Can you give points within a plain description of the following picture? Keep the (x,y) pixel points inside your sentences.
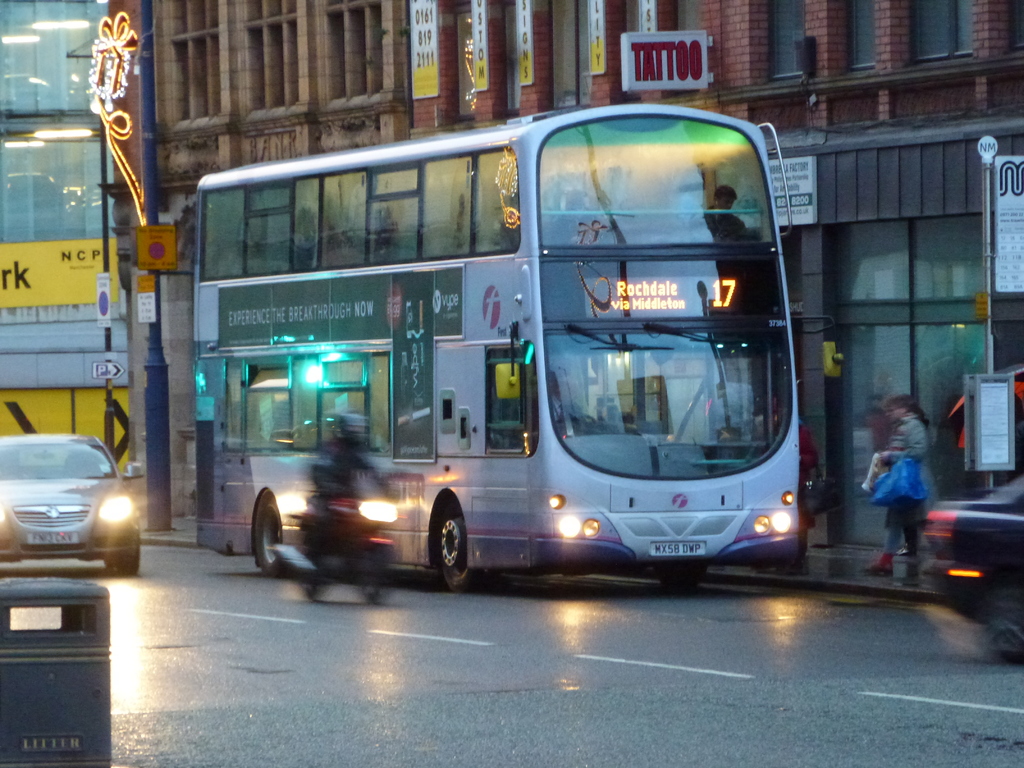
There is a trash bin (54,654) on the road (300,607) in the foreground area of the image (57,688), there are vehicles (716,251), people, buildings (69,382) and posters (15,263) in the background (549,549).
